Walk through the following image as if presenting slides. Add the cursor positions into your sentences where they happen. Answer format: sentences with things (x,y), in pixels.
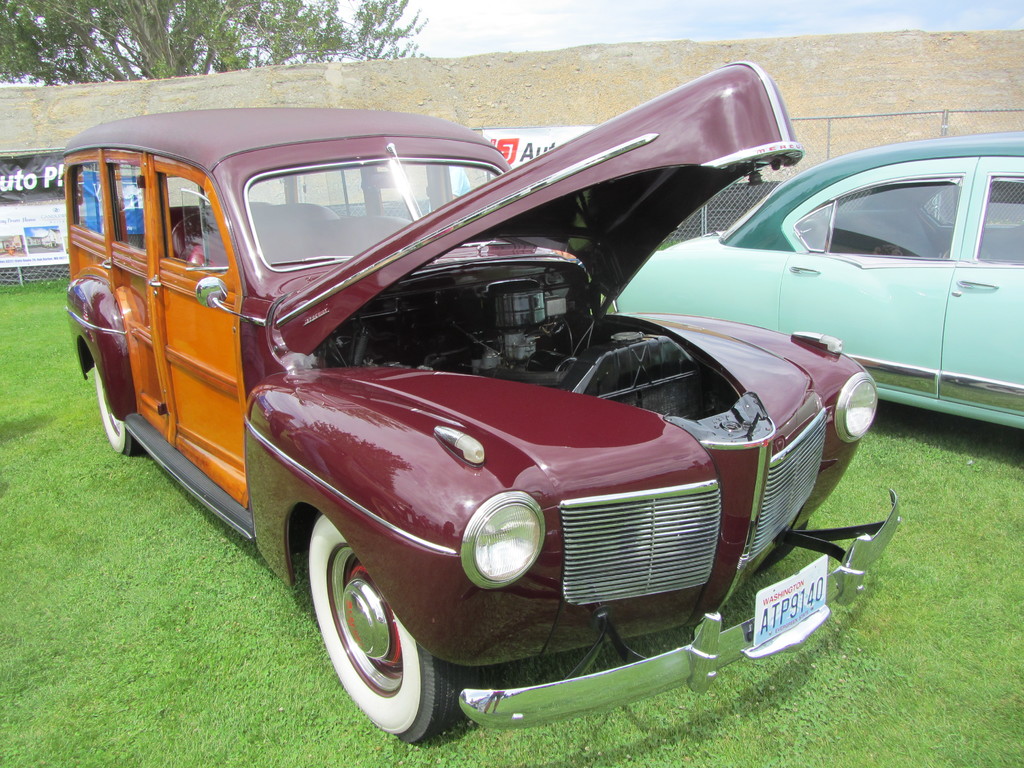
In this image at front (790,495) there are two cars (541,452) parked on the surface (145,646) of the grass (191,668). Behind the cars (123,246) there is a banner (47,162). Behind the banner (518,136) there's a wall (695,57). At the background (386,30) there are trees (314,29) and sky (472,21).
